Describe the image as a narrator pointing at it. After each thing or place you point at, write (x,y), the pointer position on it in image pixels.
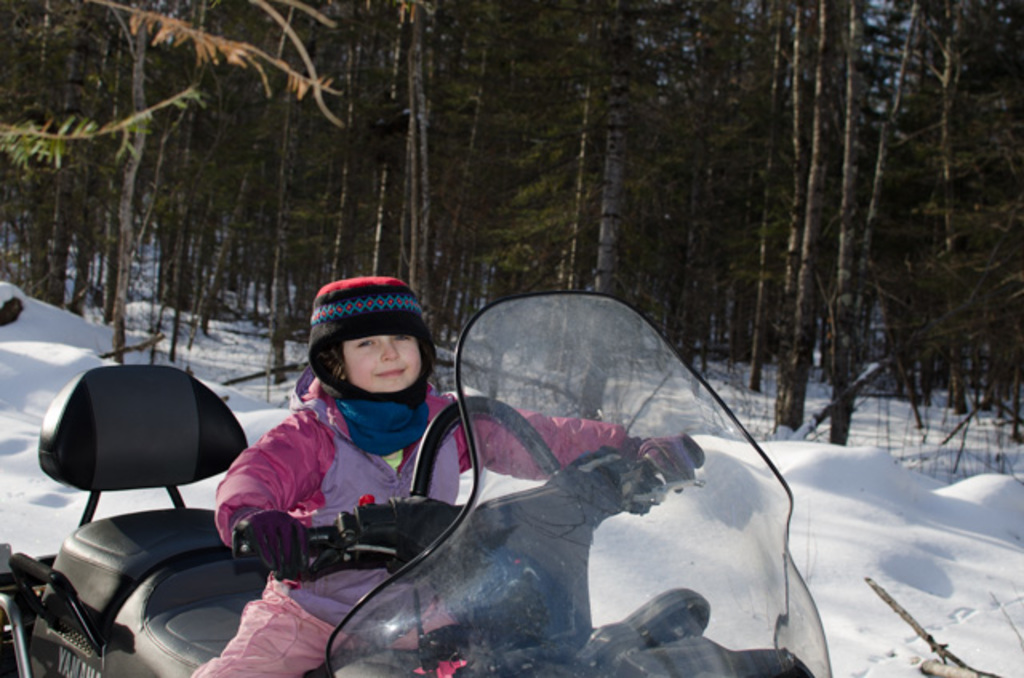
In this picture there is a girl (406,388) sitting on a vehicle (225,574) and wore a cap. We can see snow (914,550). In the background of the image (232,156) we can see trees (128,175).
